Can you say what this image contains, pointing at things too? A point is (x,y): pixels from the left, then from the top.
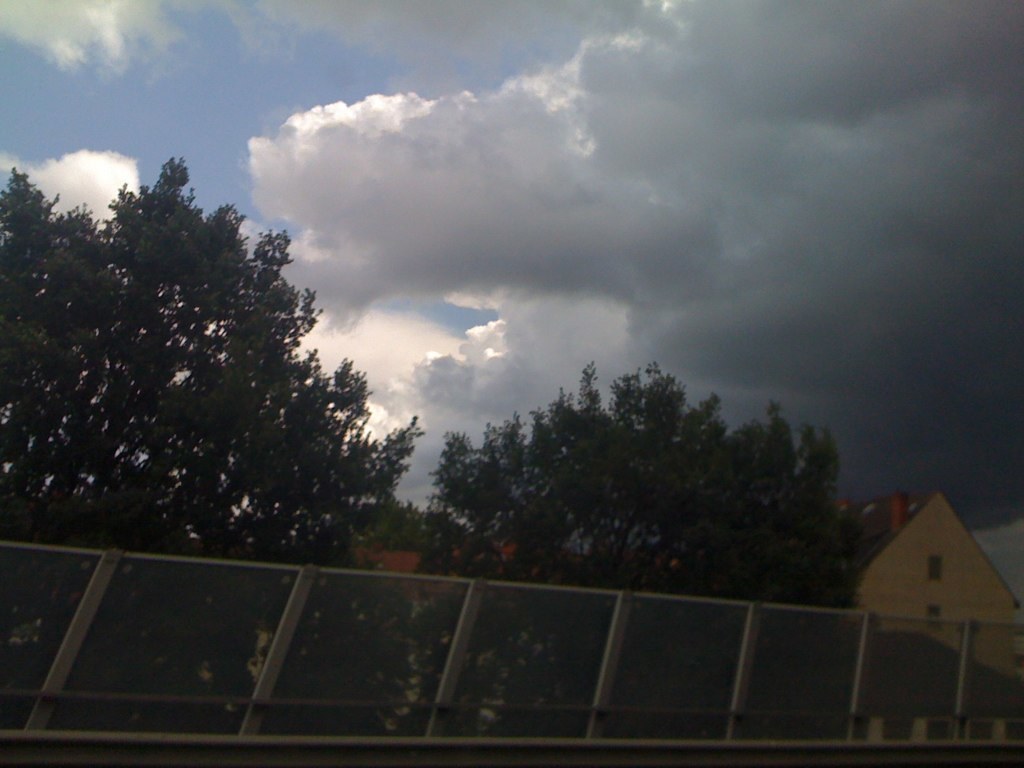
In this image at the bottom (729,679) there are some houses (915,575) and net (680,671) and some trees (197,460) on the top of the image (472,120) there is sky (848,357).
